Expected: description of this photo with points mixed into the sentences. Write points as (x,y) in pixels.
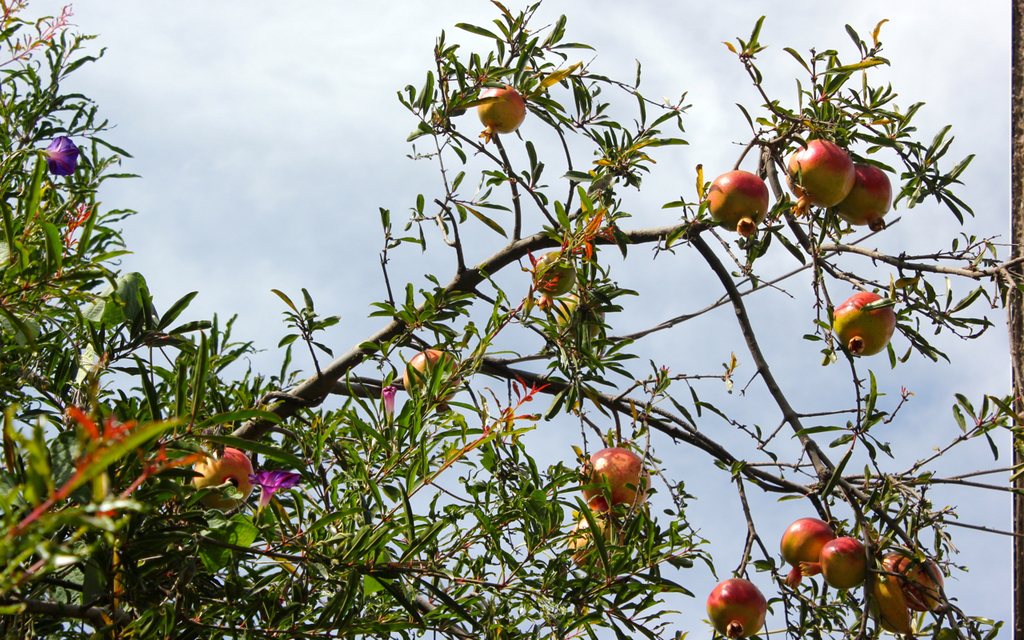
In this image we can see fruits (806,185) and flowers (281,482) to the tree (288,461) and the sky (583,145) in the background (583,145).
